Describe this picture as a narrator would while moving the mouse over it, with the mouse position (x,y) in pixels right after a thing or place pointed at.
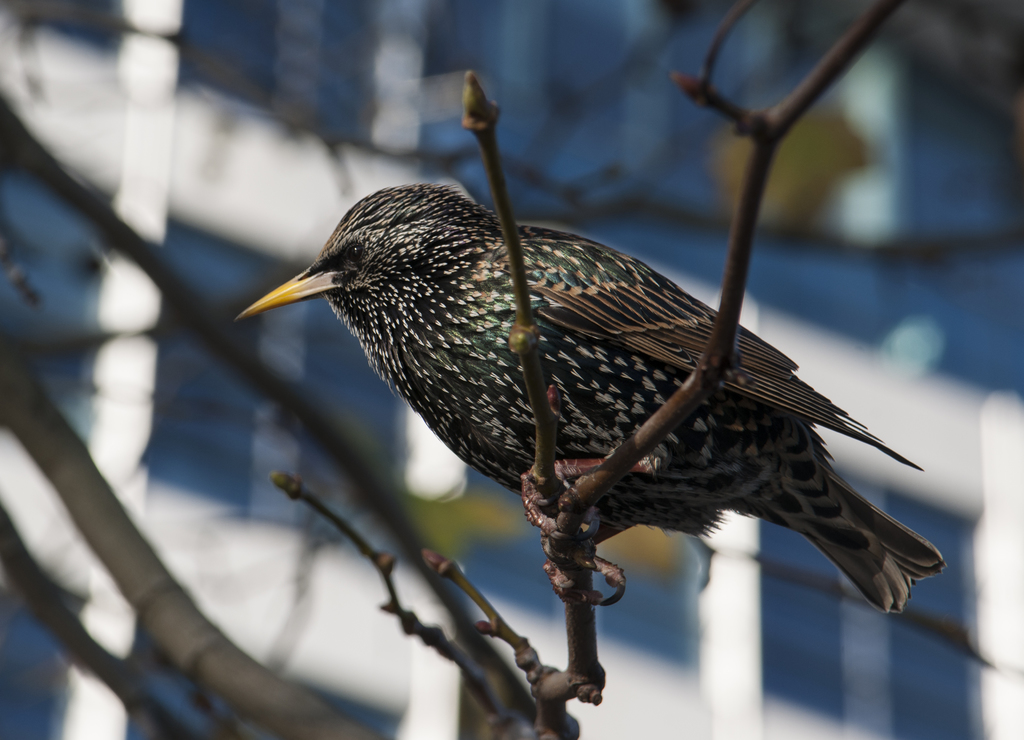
In this picture I can see few stems (7,371) in front and in the center of this picture (388,305) I can see a bird (561,367) which is of white, black, brown and yellow color. I see that it is blurred in the background (779,63) and I can see a building (685,708).
